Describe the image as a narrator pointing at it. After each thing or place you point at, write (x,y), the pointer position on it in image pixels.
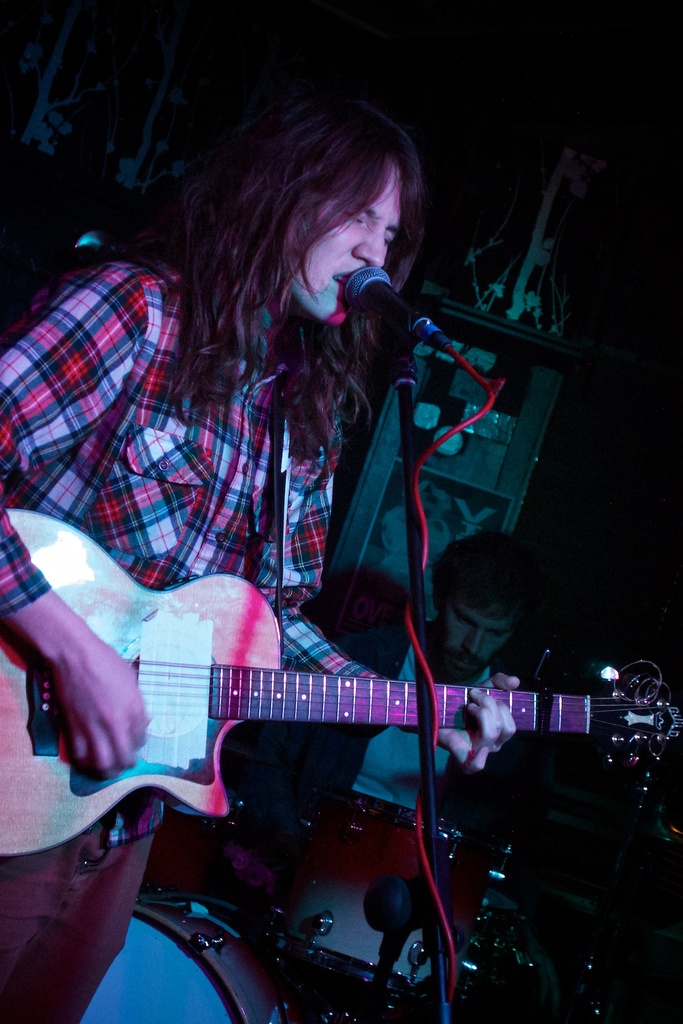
In this picture we can see person (280,351) holding guitar (249,690) in his hand (124,735) and playing and singing on mic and in background (506,612) we can see other person (482,615) playing drums (384,860).
